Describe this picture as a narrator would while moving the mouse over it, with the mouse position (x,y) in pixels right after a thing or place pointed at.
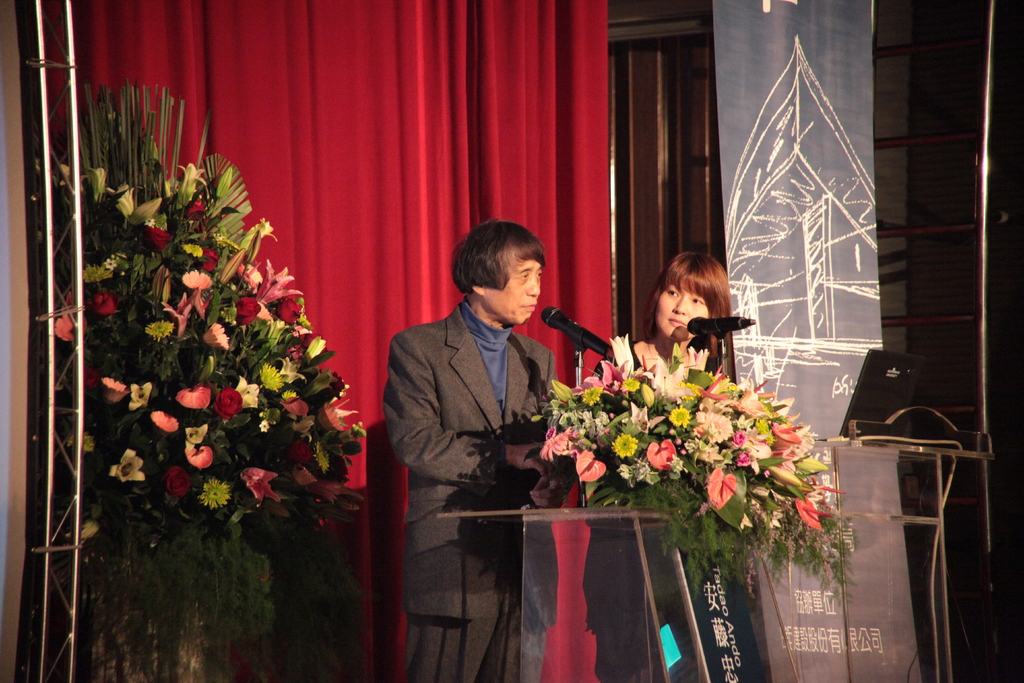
In this picture we can see couple of people (503,344), in front of them we can see microphones (559,318) and flowers (676,397) and they are standing in front of the podium (543,533), in the background (336,154) we can see curtains (578,191) and metal rods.
